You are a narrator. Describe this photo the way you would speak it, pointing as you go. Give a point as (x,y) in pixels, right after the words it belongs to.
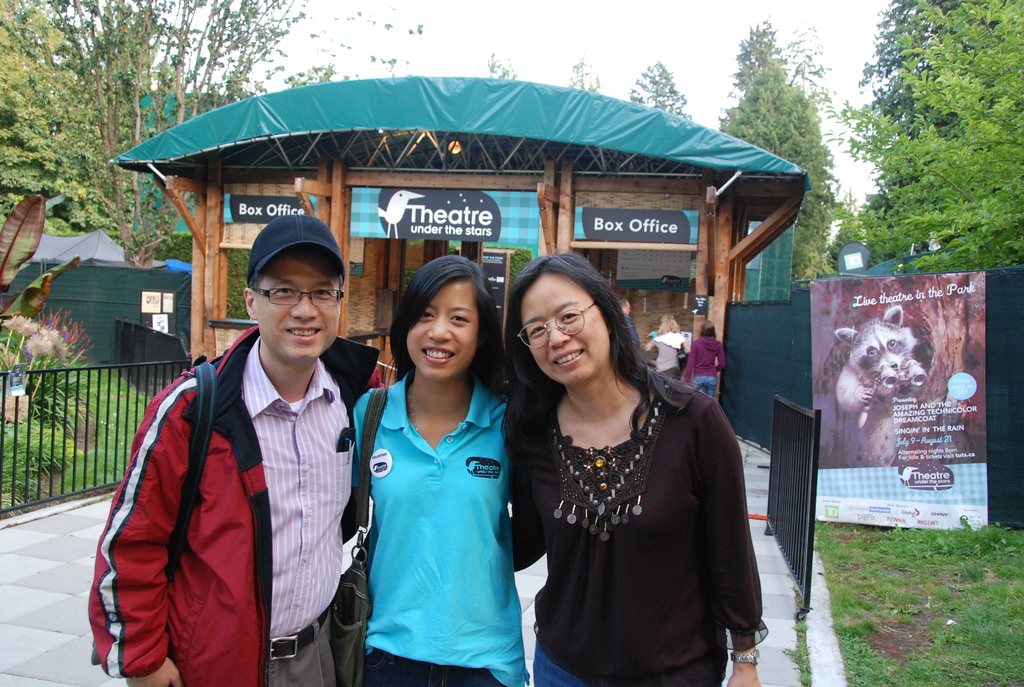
In this image I can see persons (395,461) wearing a bag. In the background (598,233) there is a shed (284,153). And beside the shed (703,236) there is a poster (844,367) with an image (879,361) and text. And at the back (784,367) there is a cloth (776,352) tied to shed (389,286). And there are trees (235,29), Plants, Board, Grass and a sky (411,37).
